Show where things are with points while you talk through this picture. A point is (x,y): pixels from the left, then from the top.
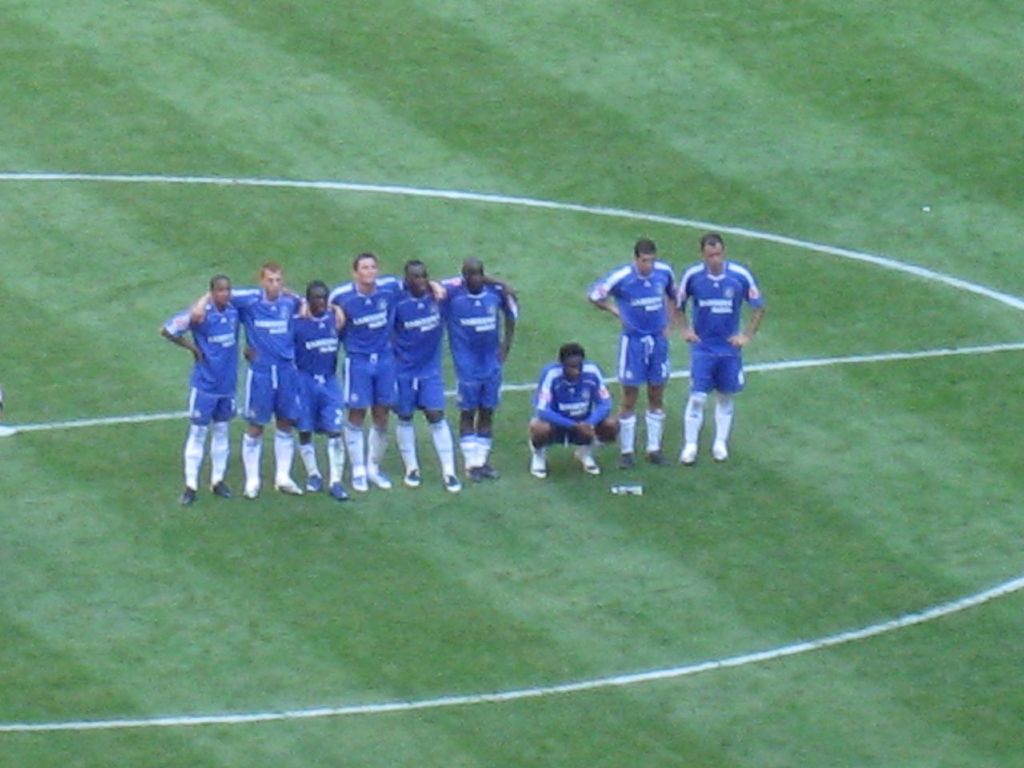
This picture might be taken inside a playground (732,443). In this image in the middle (477,333), we can see group of people (318,335) standing on the grass (771,514), we can also see a man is in squat position in the middle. In the background (831,169), there is green color.
